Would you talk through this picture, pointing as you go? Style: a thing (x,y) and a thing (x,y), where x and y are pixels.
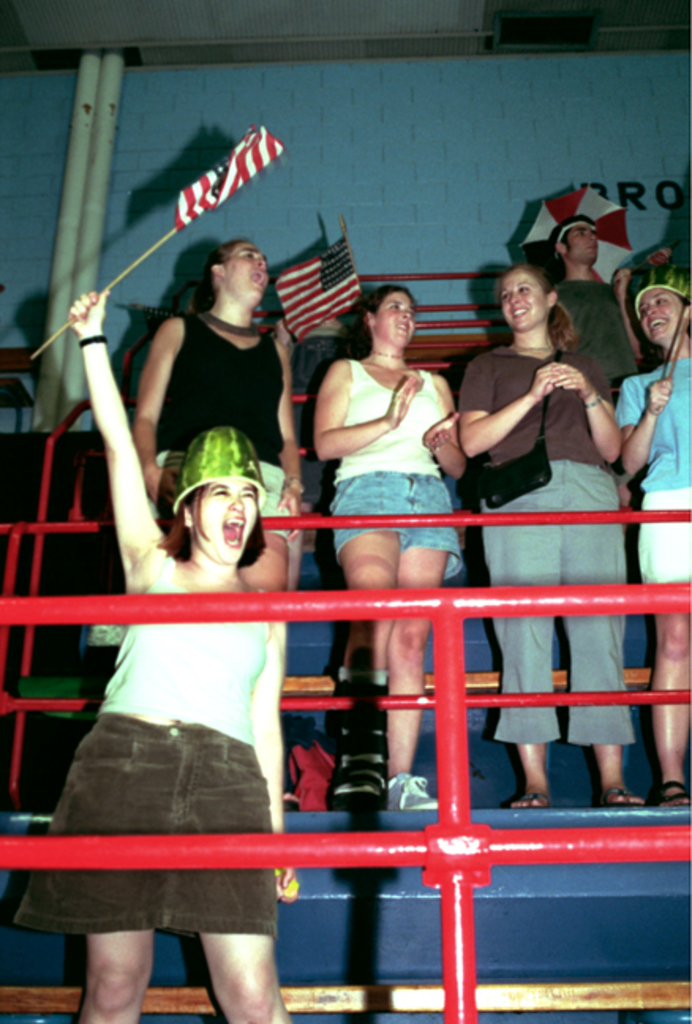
In this image I can see there are some persons (642,420) standing in front of the pipe line (13,587) and I can see flags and I can see the wall (585,121).
